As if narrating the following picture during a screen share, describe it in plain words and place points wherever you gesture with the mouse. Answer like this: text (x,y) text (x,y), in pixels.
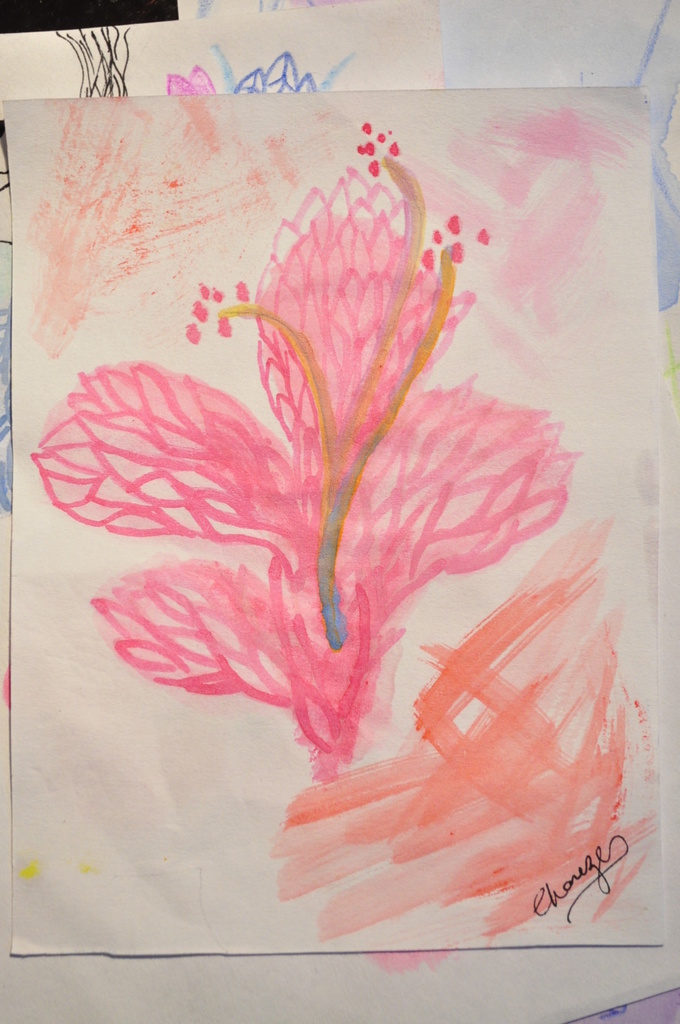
In this picture, we see the pages (327,568) with the paintings (393,467) painted on it. These paintings (474,255) are in pink and orange color. In the background (401,77), we see the papers (350,38) which have the paintings (433,959).
